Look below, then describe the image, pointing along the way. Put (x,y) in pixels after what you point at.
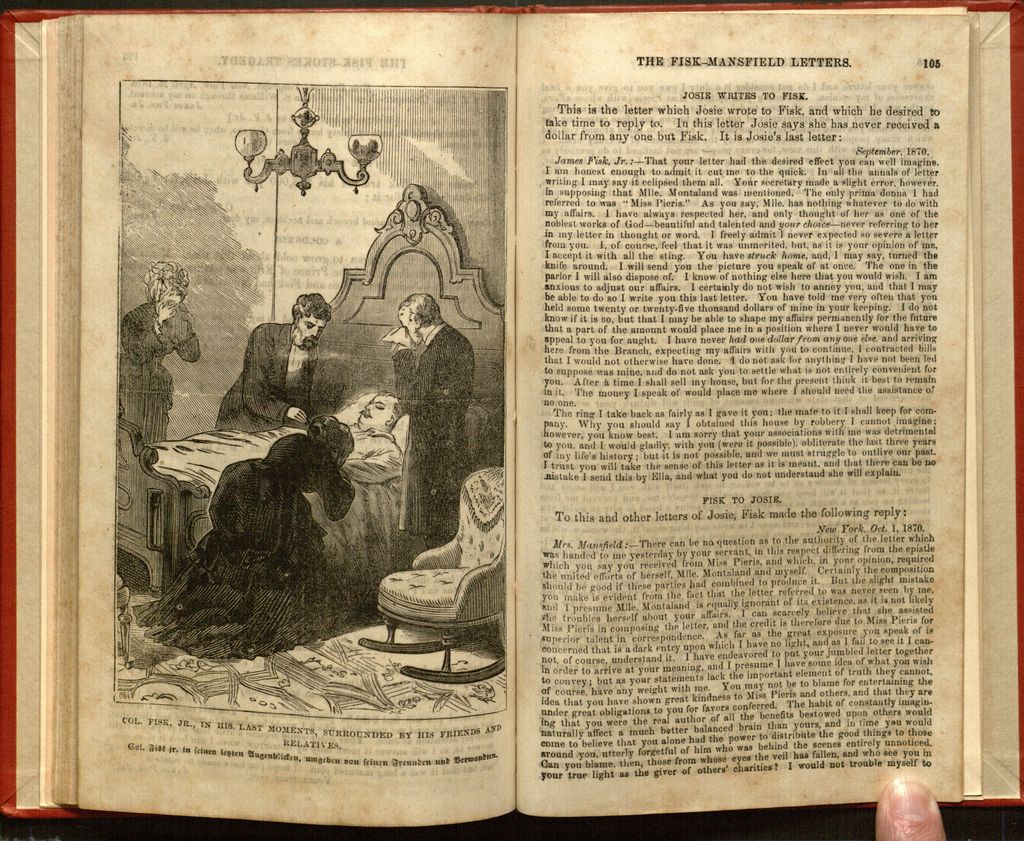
In this picture we can see a photograph of the old book (389,637). On the left side (322,446) there is a man (384,434) lying on the bed (362,363), beside we can see some people (406,398) standing and crying.
